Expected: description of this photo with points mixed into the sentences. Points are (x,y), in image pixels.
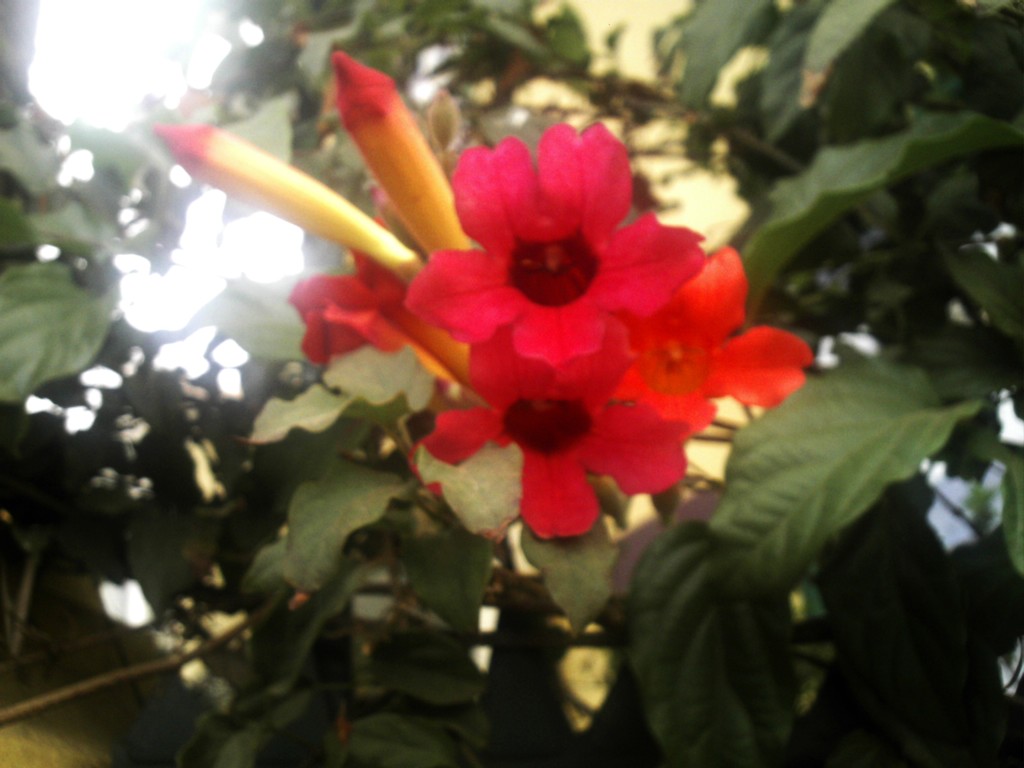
In the center of the image (385,305) there are flowers (423,322). In the background of the image (16,352) there are leaves (302,62).
